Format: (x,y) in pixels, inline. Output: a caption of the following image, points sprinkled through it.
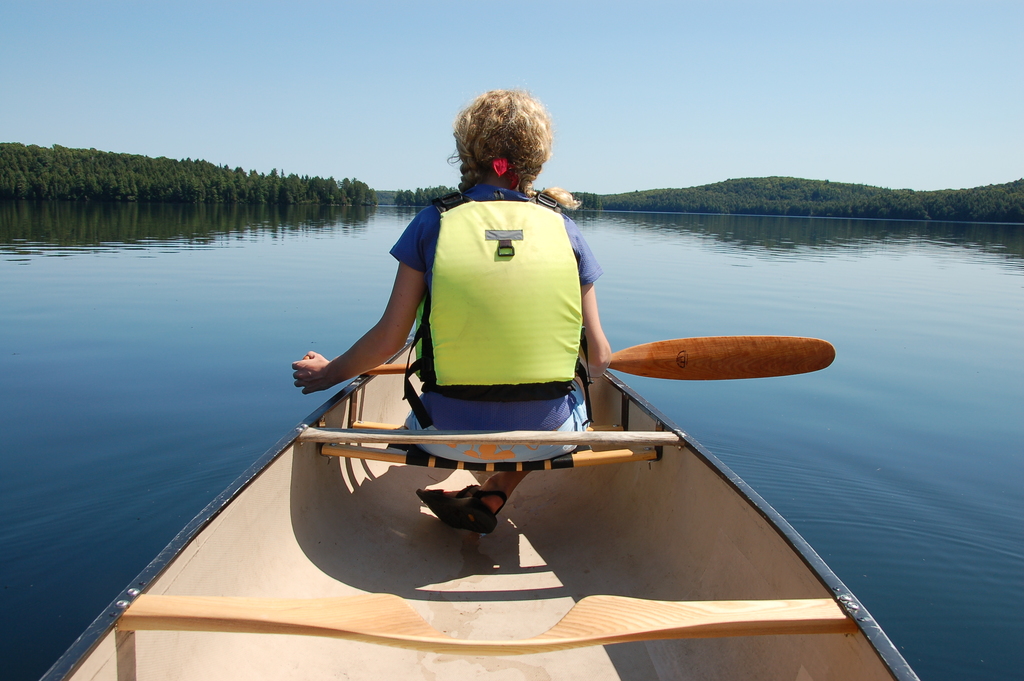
In the center of the image (367,452) we can see one boat (454,559). In the boat (298,621), we can see one person (512,424) sitting and she is holding a paddle (645,355) and she is wearing a jacket (453,338). In the background (379,152) we can see the sky (590,140), trees (858,211), water (583,211) etc.
